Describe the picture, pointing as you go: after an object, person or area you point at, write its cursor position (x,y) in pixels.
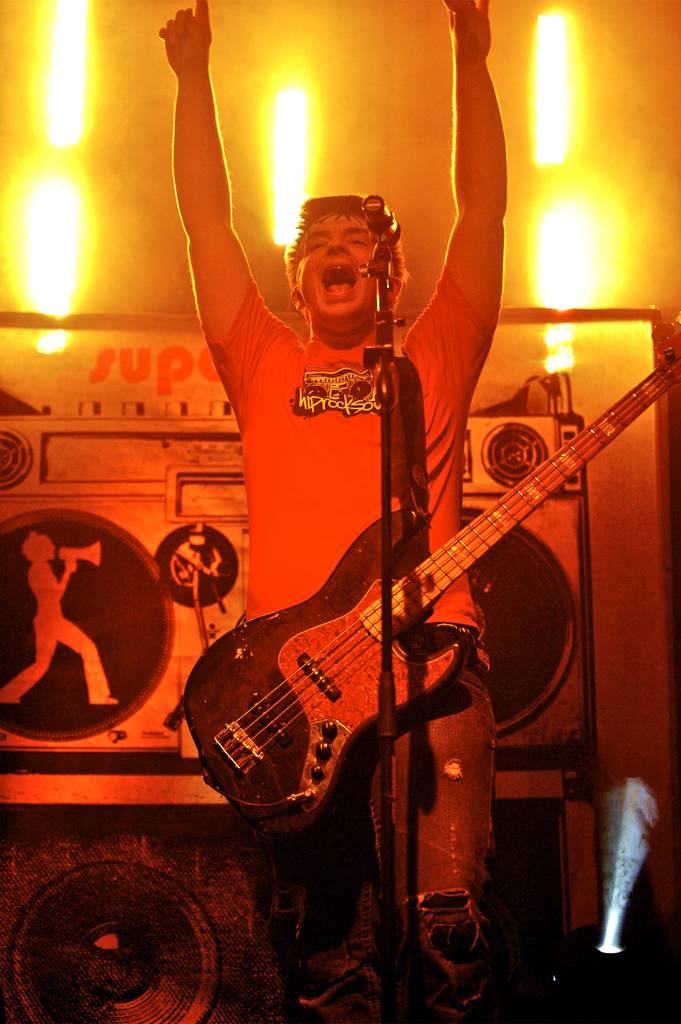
There is a man (340,435) in the picture, holding a guitar (291,692) across his shoulders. He is raising his two hands (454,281) in the air (443,241). In front of him there is a microphone (385,240) and a stand (382,329). He is singing. In the background (170,472), there are some lights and a poster (139,535) here.
